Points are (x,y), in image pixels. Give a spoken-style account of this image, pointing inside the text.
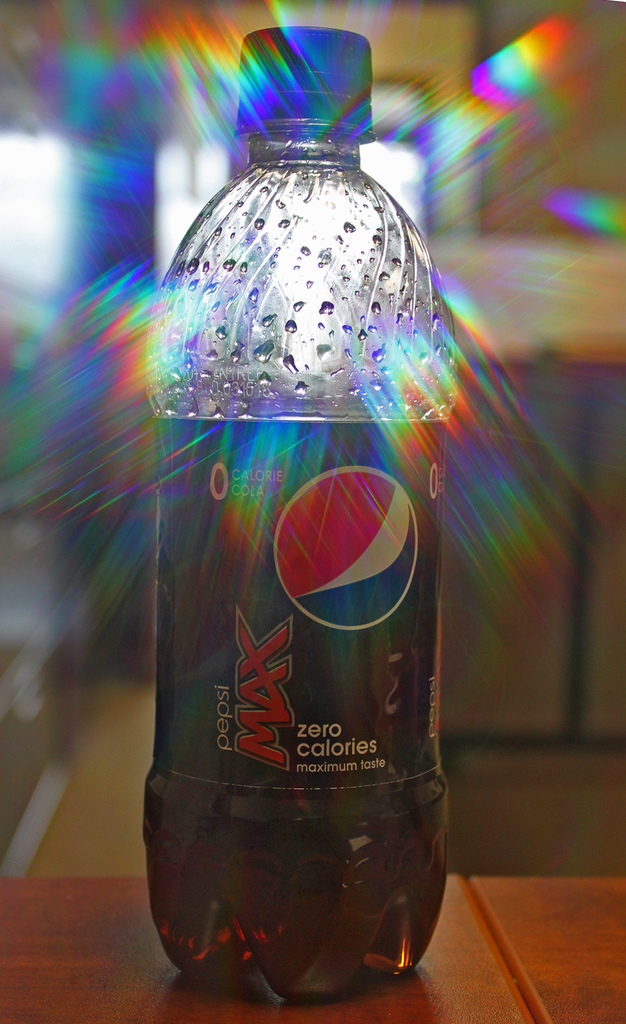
This is a wooden table (140,1013) where a pepsi max bottle (331,822) is kept on it.
